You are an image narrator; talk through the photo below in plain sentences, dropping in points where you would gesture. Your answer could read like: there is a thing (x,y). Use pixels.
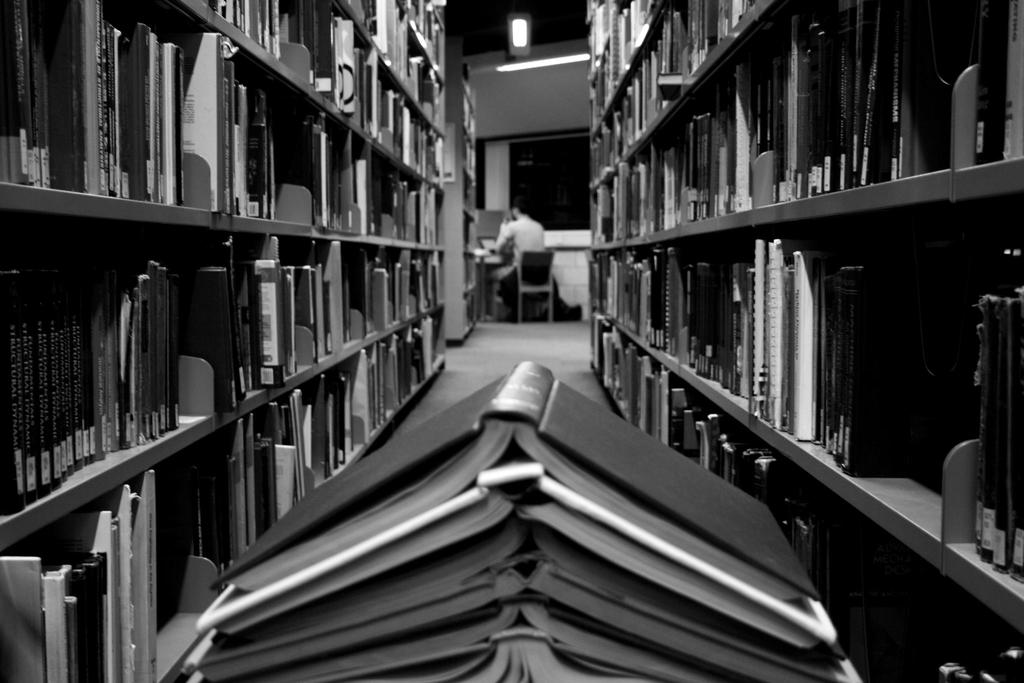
This is a black and white image. On the right (911,367) and left side of the image (247,360) there are racks (911,367) stored with books (241,368). In the background (535,242) there is a person (511,256) sitting on a chair (526,290). In the foreground (485,570) there are some books (518,555).
